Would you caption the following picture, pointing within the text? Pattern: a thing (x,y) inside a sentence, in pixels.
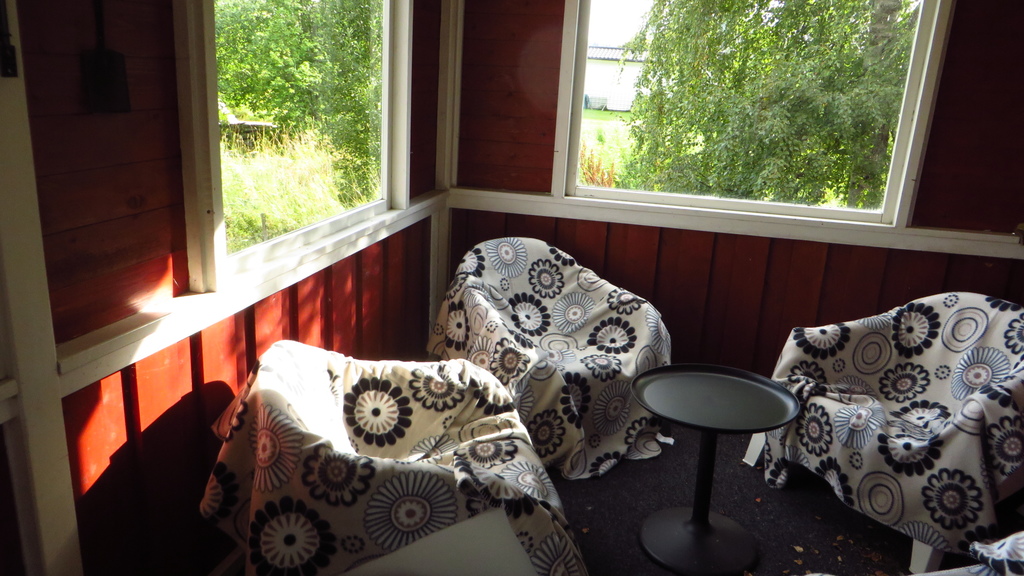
In this image we can see chairs (618,422), clothes (622,395) and other objects (712,409). In the background of the image (477,118) there is a wall (509,174) and a window (563,180). Behind the window (633,195) there are trees (798,45), sky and other objects (232,145).
